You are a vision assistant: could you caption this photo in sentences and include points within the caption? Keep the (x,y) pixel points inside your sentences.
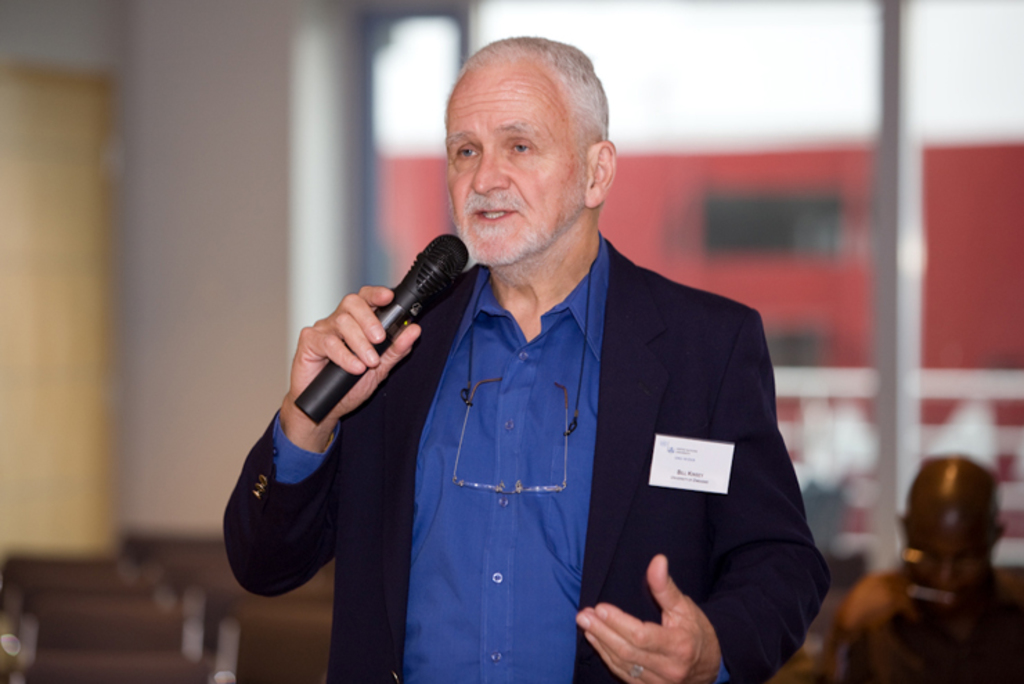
Here we can see a man (589,437) standing by holding a mike (389,319) in his hand (384,370) and talking on that mike (393,338). In the background (266,201) the image is blur but there are some objects (723,270). On the right (951,488) at the bottom corner (912,514) there is a person (937,533).
